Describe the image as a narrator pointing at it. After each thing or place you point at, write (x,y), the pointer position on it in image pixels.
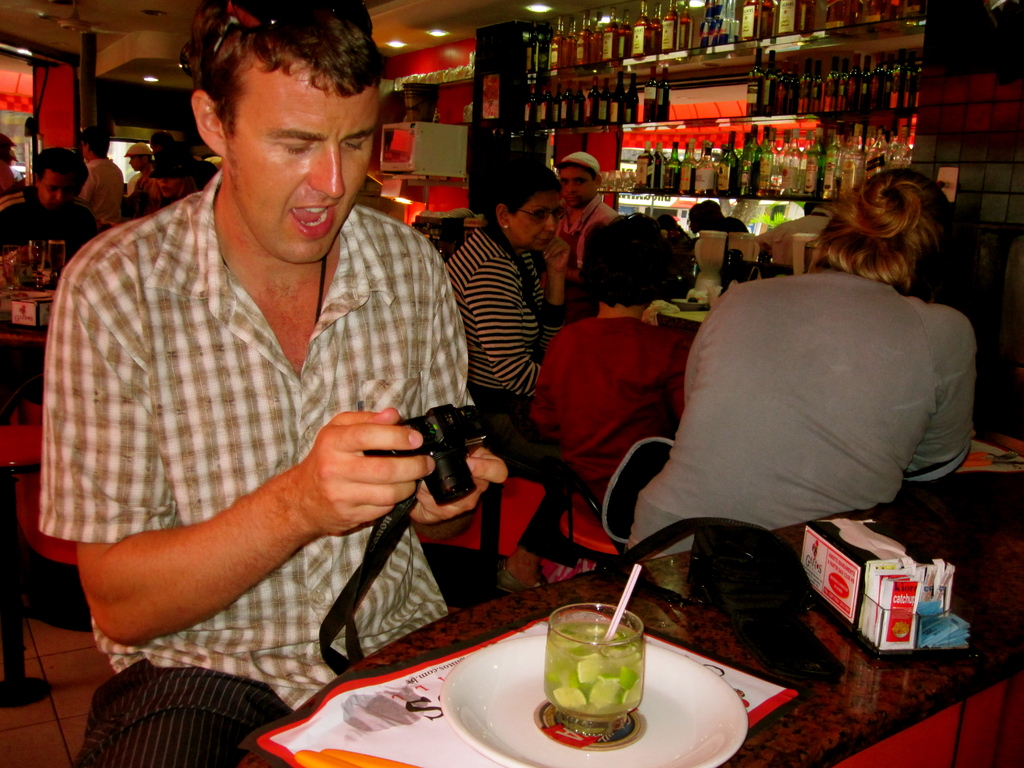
There is a group of people (509,342). There is a table (672,561). There is a plate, banner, spoon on a table (597,589). We can see in the background (450,229) there is a wine shop (769,124).
